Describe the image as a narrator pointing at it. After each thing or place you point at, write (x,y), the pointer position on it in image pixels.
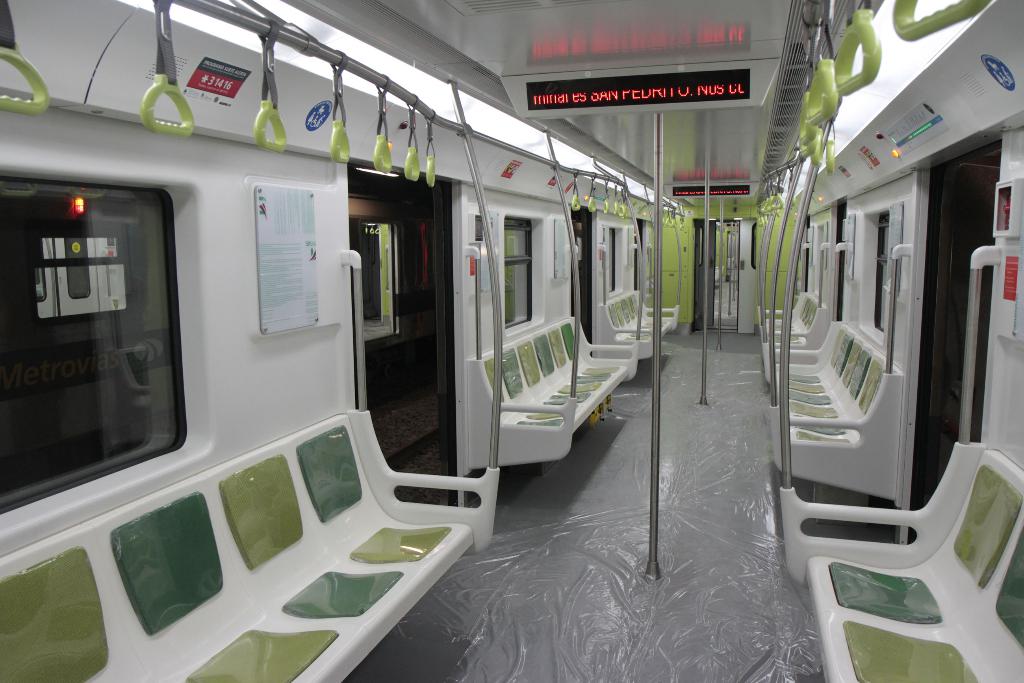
This picture is taken inside the train (726,283). In this image, on the right side (838,346), we can see some chairs (793,420), metal rod (895,301), window (879,305). On the left side (265,289), we can also see some chairs (542,355), glass window (35,349), metal rod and a board (263,273). In the middle of the image (656,406), we can see some poles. At the top (739,84), we can see an LCD display (715,86).
